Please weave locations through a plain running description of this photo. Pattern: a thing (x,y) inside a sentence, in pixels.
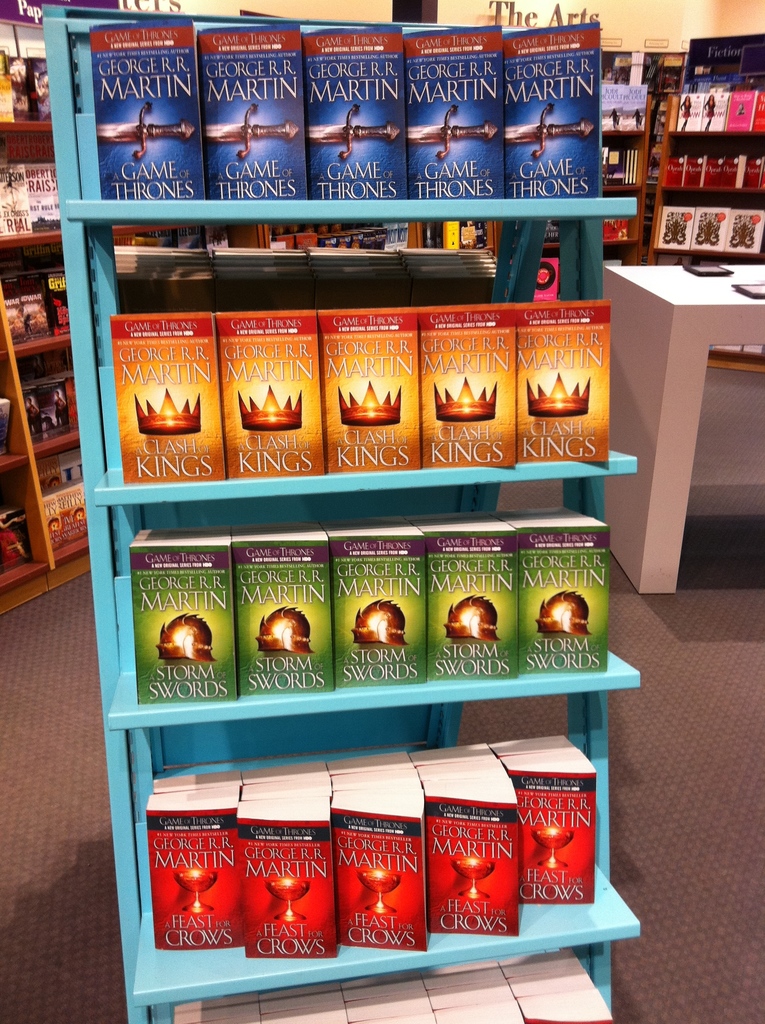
In this image there is a blue colour rack (111,260) in which there are so many books (355,190). In the background (28,192) there are wooden racks (30,328) which contains some books (35,265) in it. On the right side (657,313) there is a table (678,297) on which there are some devices (714,271).
